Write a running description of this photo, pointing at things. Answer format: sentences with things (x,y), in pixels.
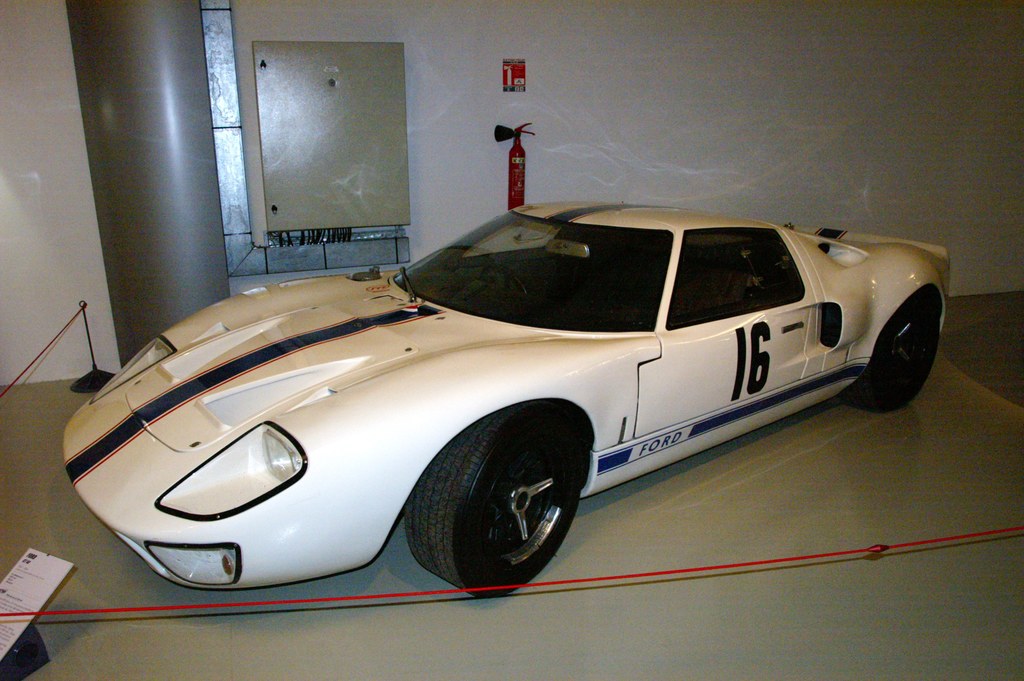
In this image I can see the car (346,395). The car (613,428) is in white color, background (462,166) I can see the emergency cylinder (515,204) and the wall (687,119) is in white color.
